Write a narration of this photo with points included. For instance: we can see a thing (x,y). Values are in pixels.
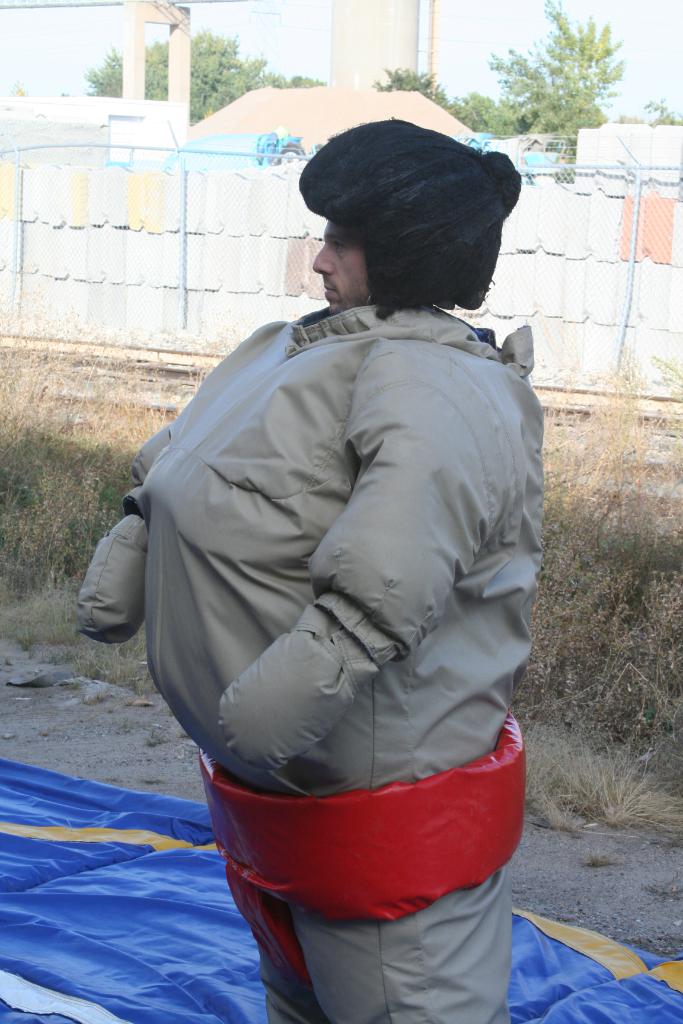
In this picture we can see a person (277,964) and there is a cloth (208,972). In the background (37,320) we can see grass (589,421), wall (34,171), trees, and sky (306,62).
